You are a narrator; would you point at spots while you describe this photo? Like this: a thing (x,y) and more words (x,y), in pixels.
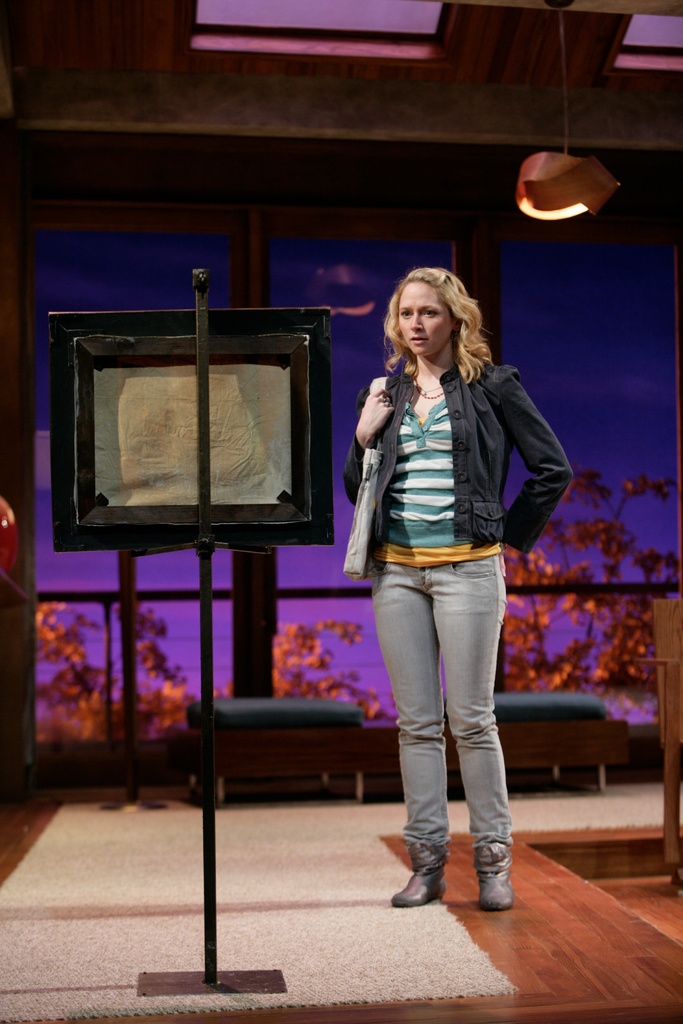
There is a lady (485,597) standing. In the front (219,383) there is a stand (198,538) with a board (245,354). In the background (250,216) there is a window (609,320). Near to that there are trees (538,648). On the ceiling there is a light (533,183).
